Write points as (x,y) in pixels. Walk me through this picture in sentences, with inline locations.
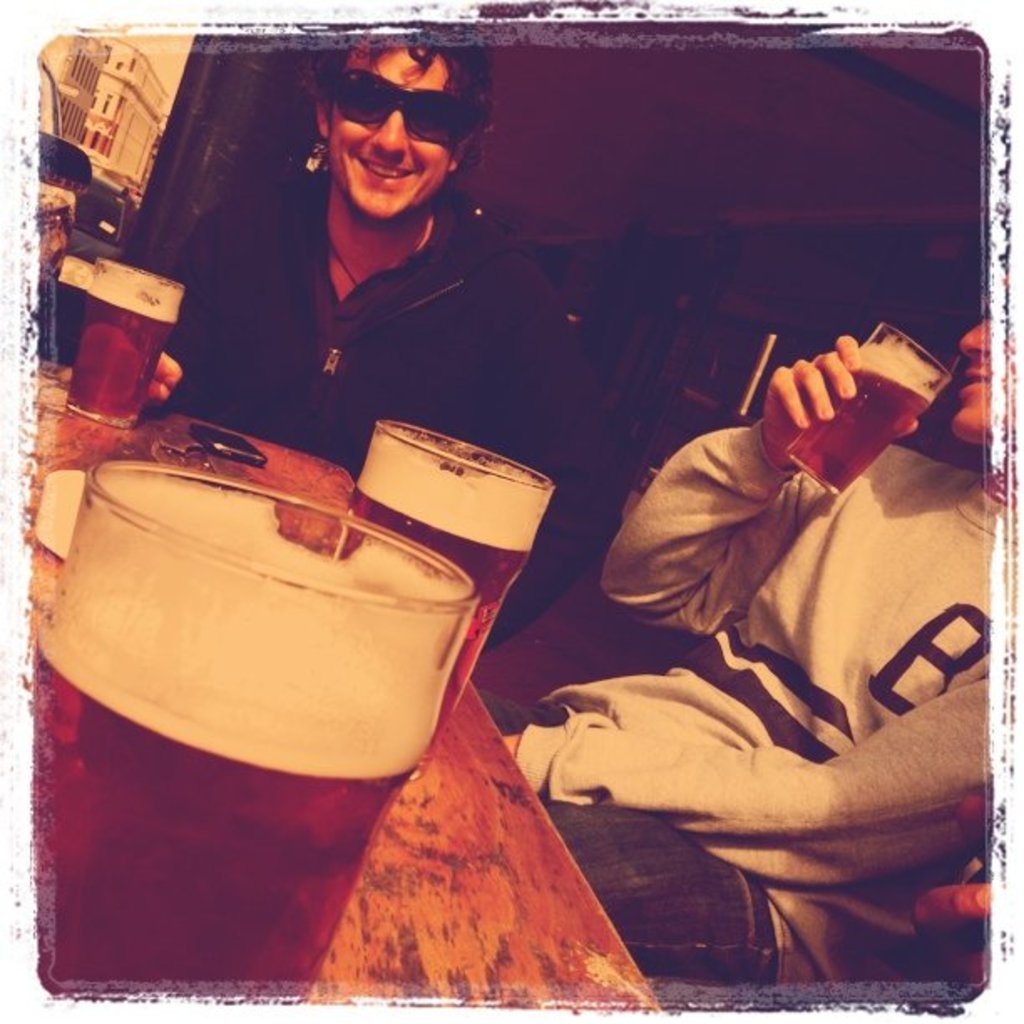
Two people (456,284) are sitting at a table (519,868). There are three glasses (358,527) filled with beer (384,526) on the table (384,889).
